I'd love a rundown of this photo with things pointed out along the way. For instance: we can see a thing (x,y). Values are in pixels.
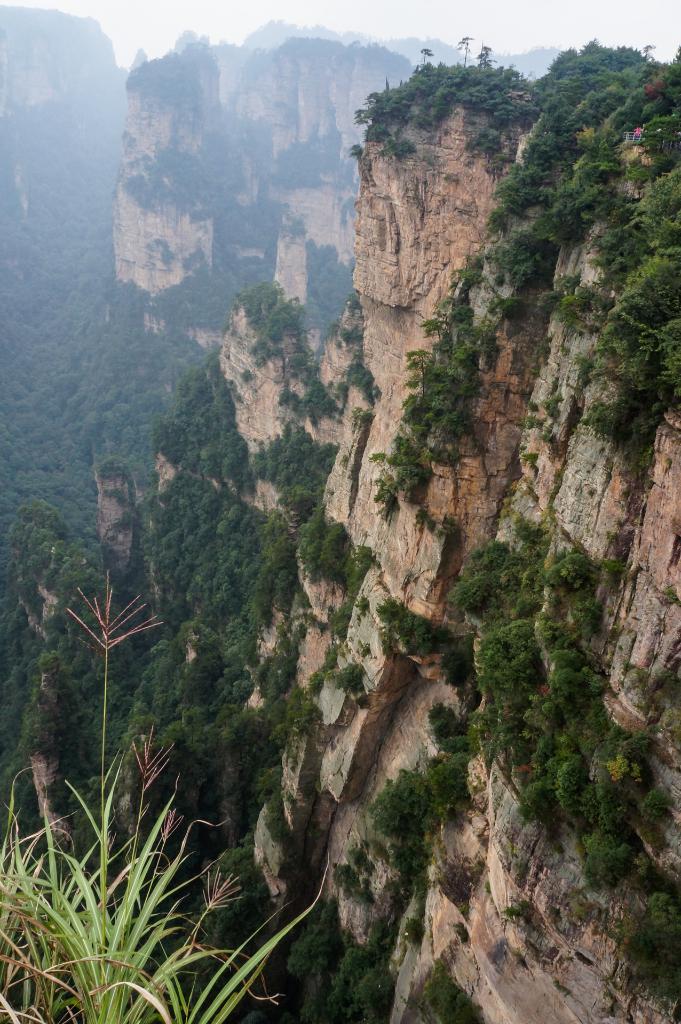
In this image we can see hills (190,368). There are many trees (174,425) and plants (515,650) in the image. There is the sky (426,12) in the image.
